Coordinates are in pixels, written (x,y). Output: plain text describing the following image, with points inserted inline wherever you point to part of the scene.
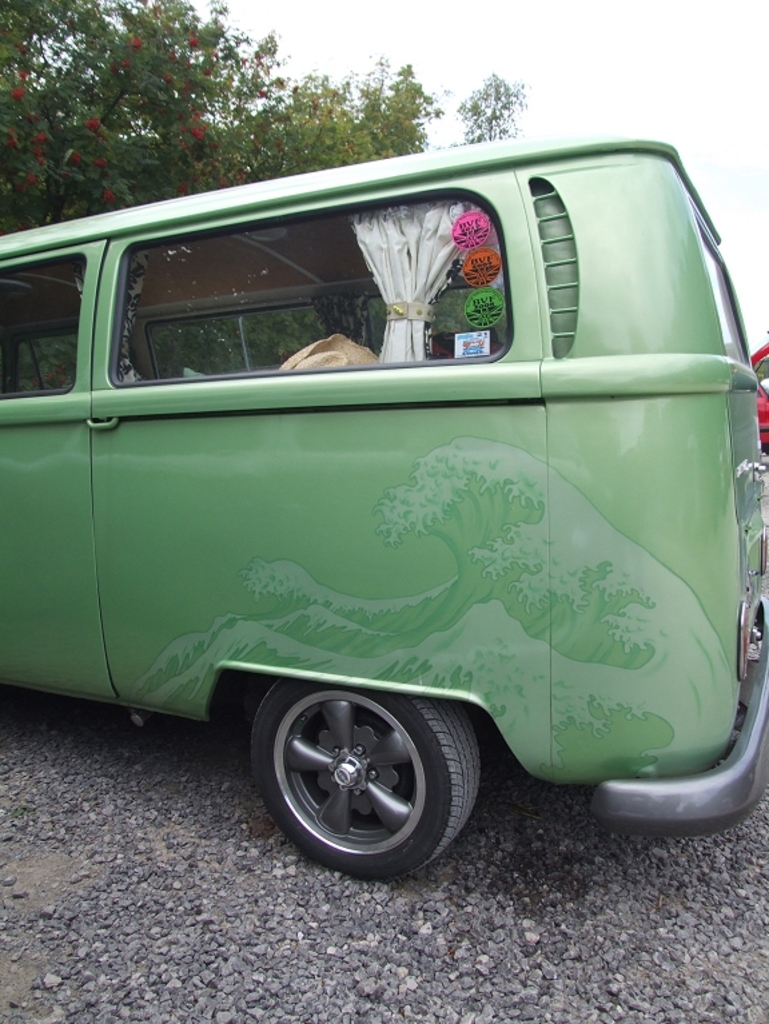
In this image there is a vehicle (443,306) parked. Inside the vehicle (405,363) there is a curtain (456,250) and there are some stickers (467,225) on the mirror (454,328) of a vehicle (454,328). In the background (249,116) there are trees (252,128) and the sky (349,57).
